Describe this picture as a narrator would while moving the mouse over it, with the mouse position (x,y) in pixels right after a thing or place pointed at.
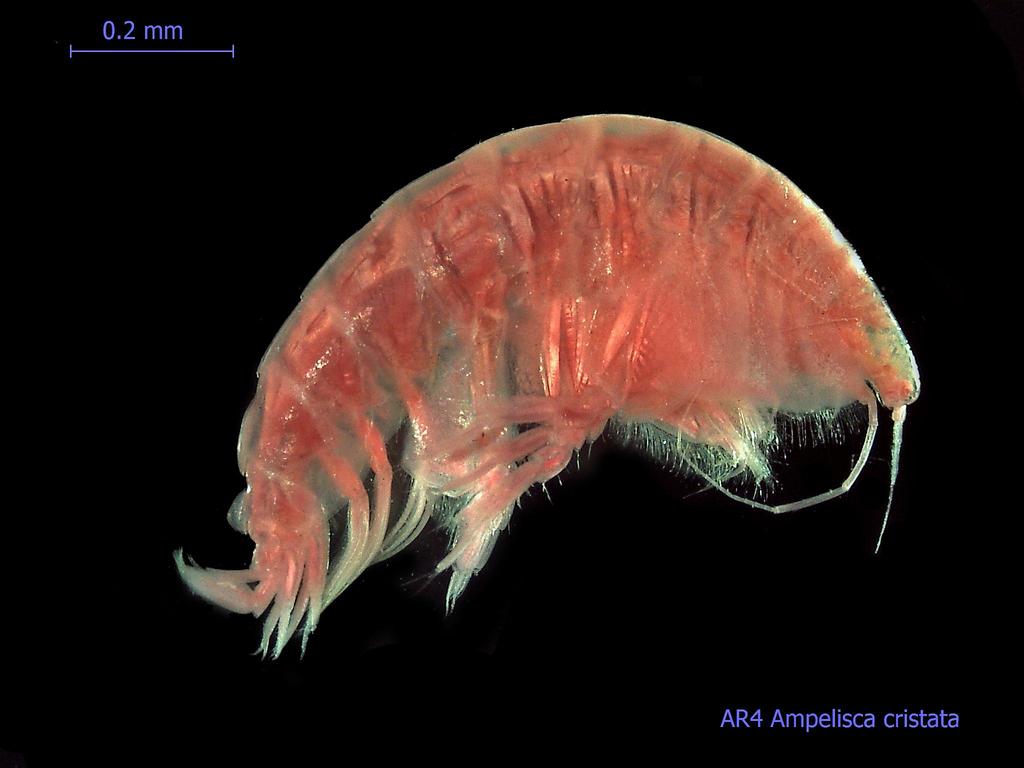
In this image, we can see a prawn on a screen (93,342).
